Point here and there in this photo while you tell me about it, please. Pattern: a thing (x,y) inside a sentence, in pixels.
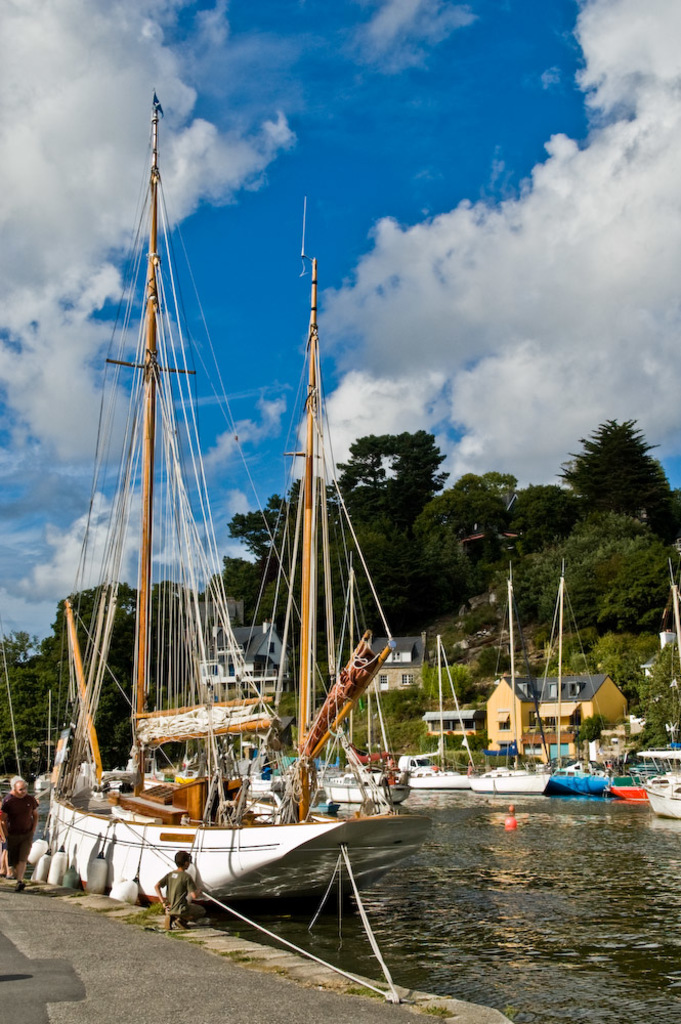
In this image I can see boats (411,822) in the water (453,878), houses (501,738), trees (292,705) and a group of people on the road (126,936). In the background (403,309) I can see the sky (443,344). This image is taken may be during a day.
